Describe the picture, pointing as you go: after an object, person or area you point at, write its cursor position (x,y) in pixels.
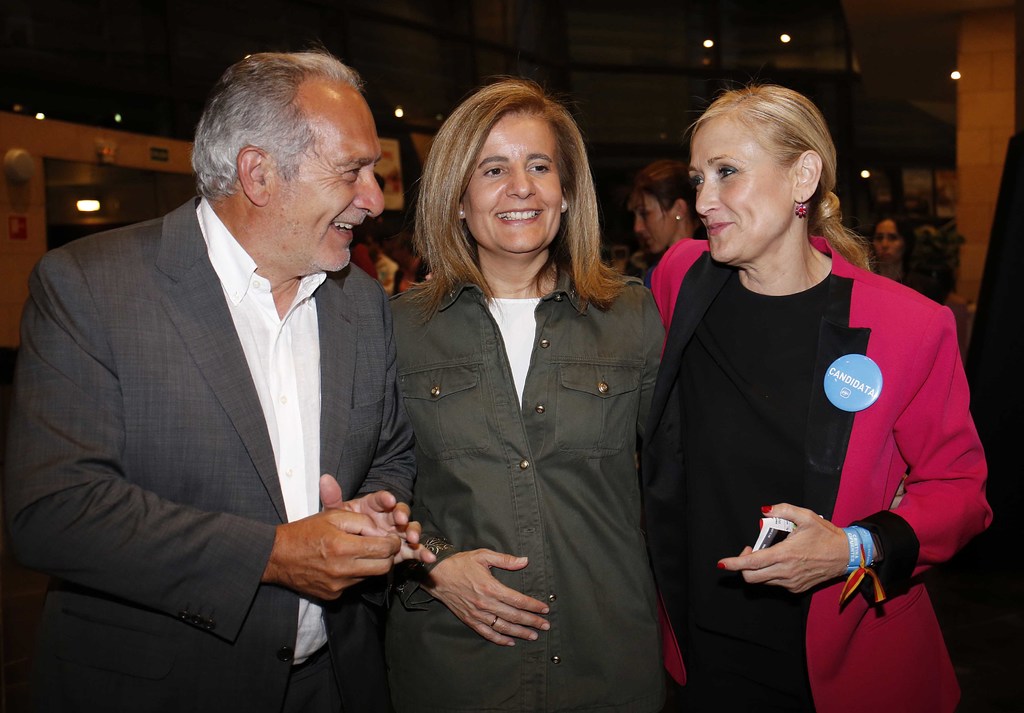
In this image, we can see some people (723,105) are standing in the foreground (580,132), and there are other people (654,215) standing at the back (665,223) and in the background (256,47) it is dark.
